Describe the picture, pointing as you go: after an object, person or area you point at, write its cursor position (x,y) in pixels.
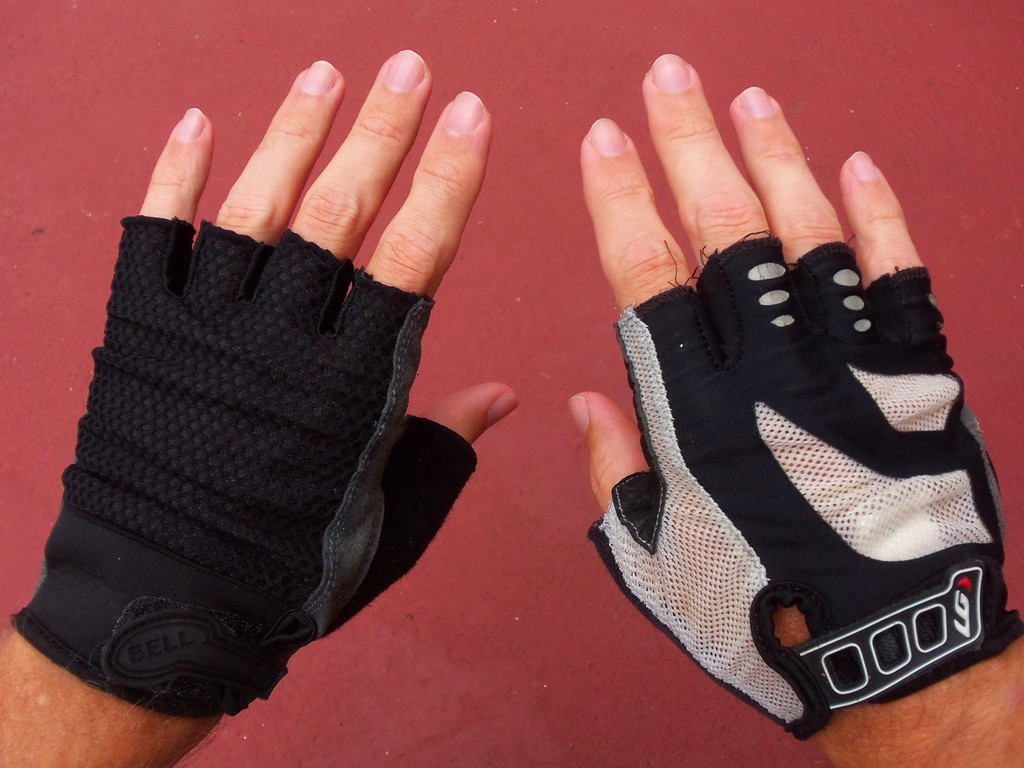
In this image, we can see gloves (884,468) on human hands (830,232). Background (619,741) we can see maroon color.
